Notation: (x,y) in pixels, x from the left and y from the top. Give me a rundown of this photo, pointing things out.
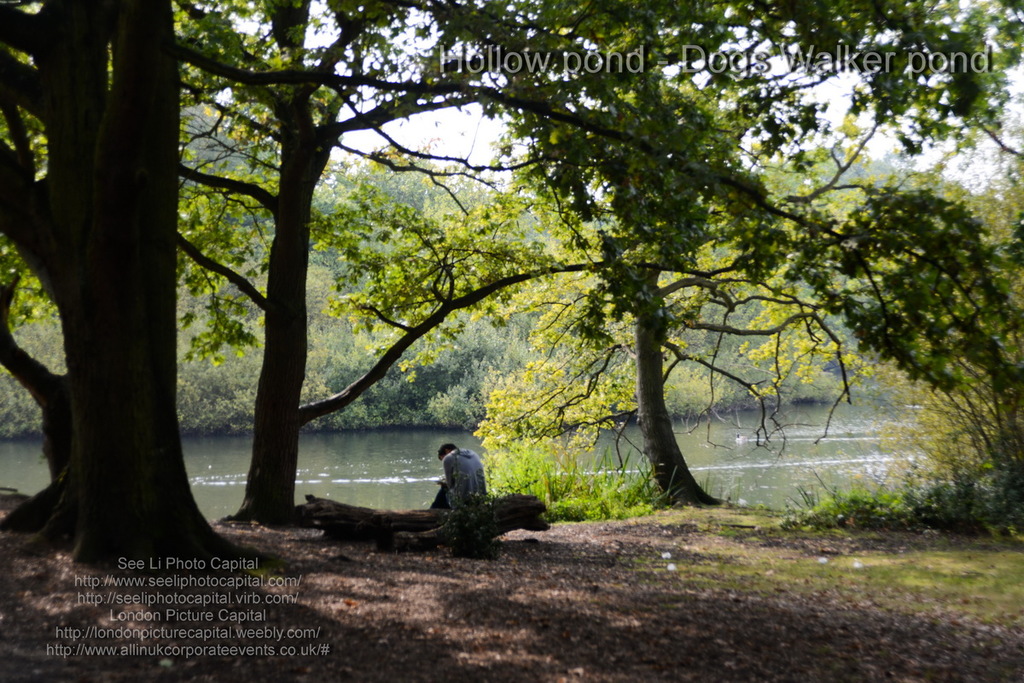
In this image in the center (549,267) there is a person (475,492) sitting and there are trees (615,401) and there's grass (634,499) on the ground (716,515). In the background (408,446) there is water (437,462) and there are trees (320,271).
